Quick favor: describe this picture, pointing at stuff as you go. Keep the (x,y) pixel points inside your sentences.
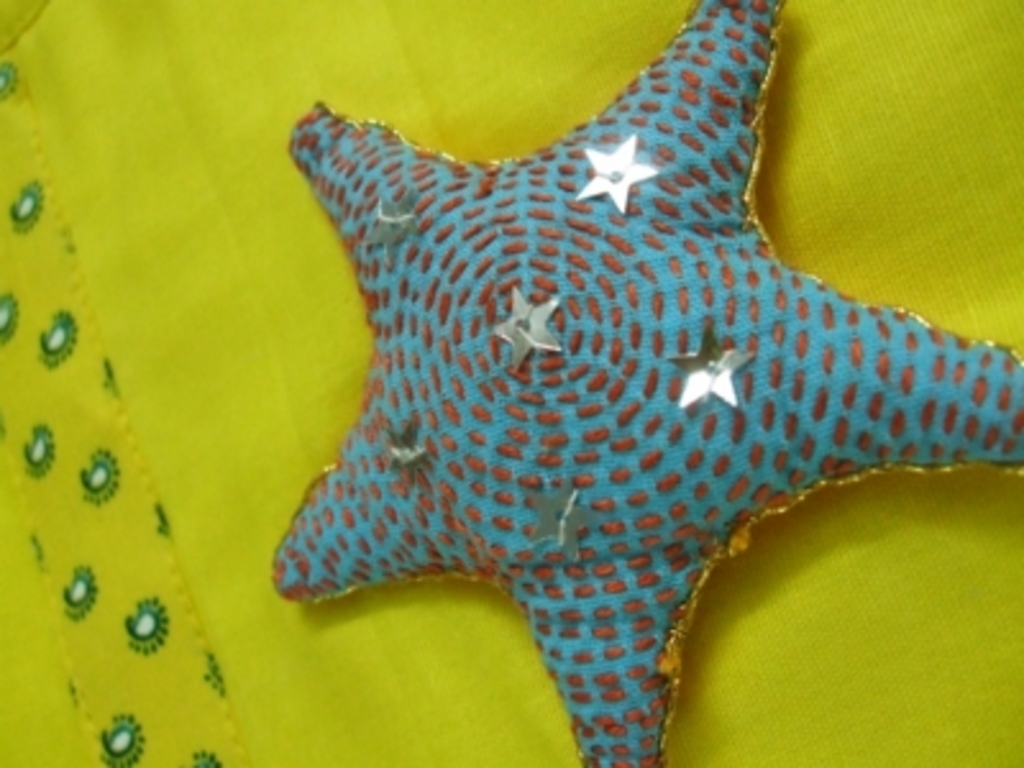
In this image I can see a blue and white color star (584,318). The star (333,216) is on the yellow and green color cloth (209,371).
